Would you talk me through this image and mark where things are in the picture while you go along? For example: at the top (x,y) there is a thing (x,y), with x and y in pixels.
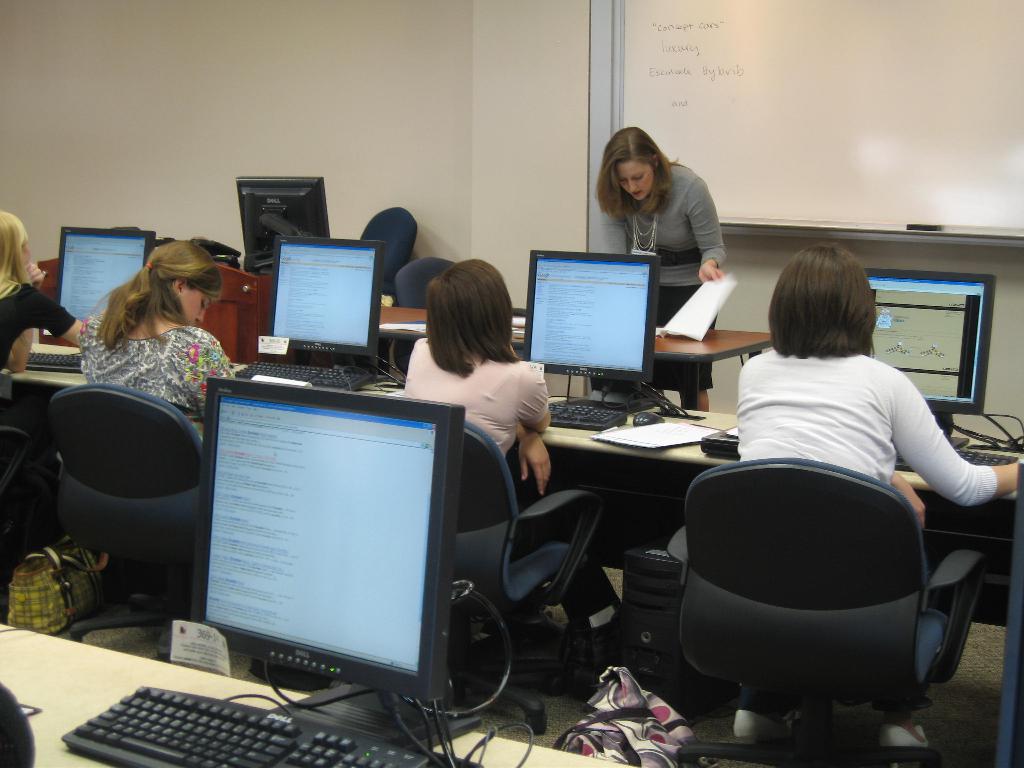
In this image there are monitors (408,447), keyboards (123,763), mouses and papers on the tables (44,708), and there are group of people (494,299) sitting on the chairs (502,501), bags (35,620), and in the background (612,191) there is a person (612,191) standing, a white board (1018,135) attached to the wall (418,88).
